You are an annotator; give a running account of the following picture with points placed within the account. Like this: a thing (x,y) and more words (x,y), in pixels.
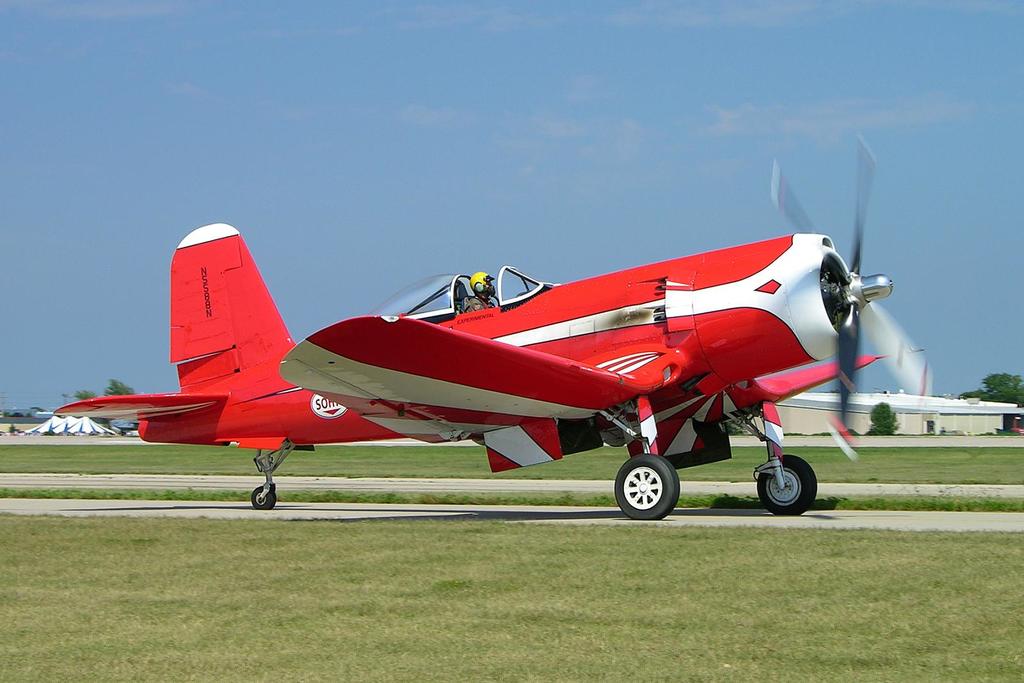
In this image we can see a person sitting in a light aircraft (528,370) which is on the runway (112,503). We can also see some grass tents (540,579), a house (820,413) with roof (870,399), some trees (880,412) and the sky (770,219) which looks cloudy.
